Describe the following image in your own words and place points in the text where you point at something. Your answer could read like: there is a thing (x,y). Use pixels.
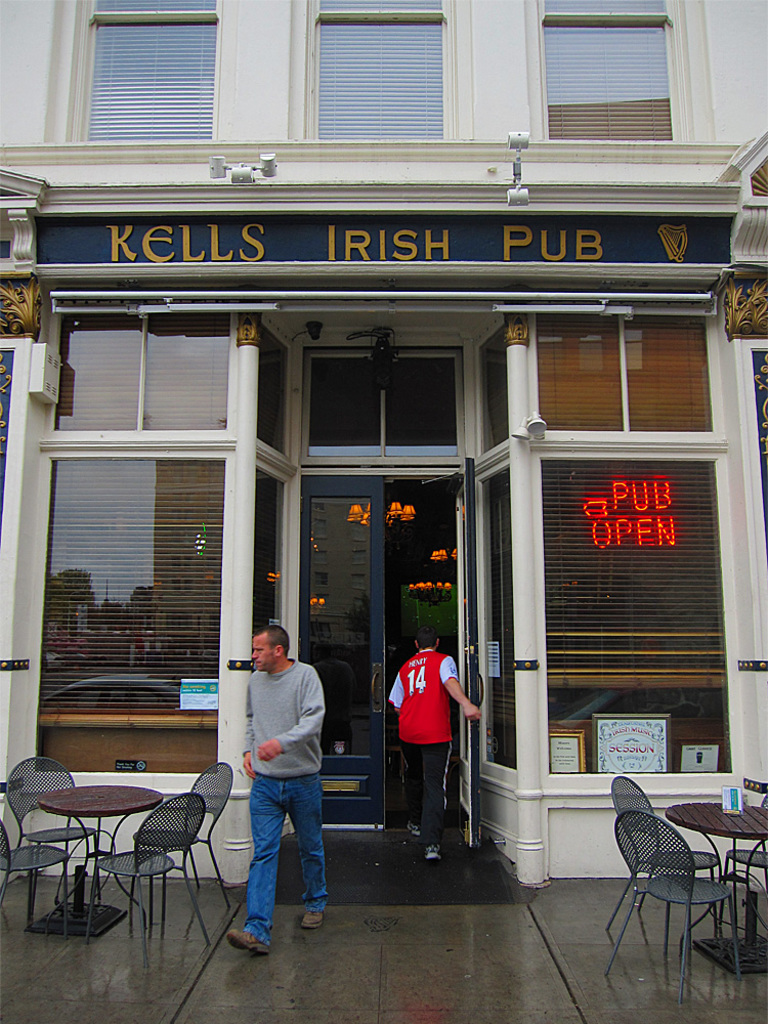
In this image i can see few chair (173,829) and a table (144,787), there are two persons (304,761) walking at the back ground (242,551) i can see a store (249,582), a window (356,119).
